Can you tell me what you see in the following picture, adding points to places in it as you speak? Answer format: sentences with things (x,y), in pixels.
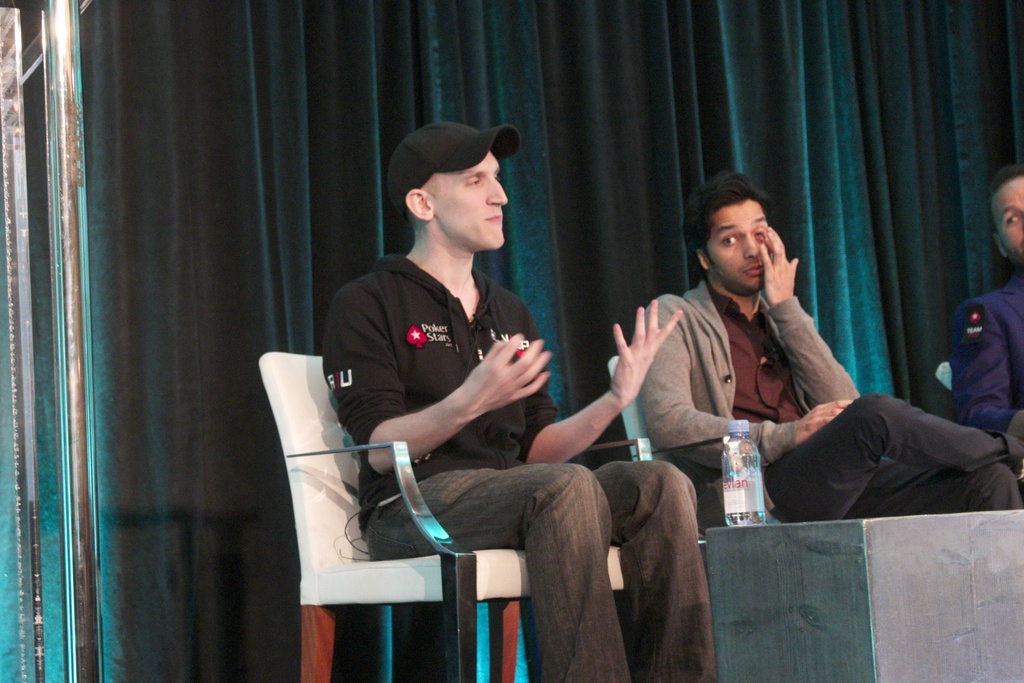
In the foreground of the picture (551,426) we can see people (664,400), chairs (393,466), table (822,568) and bottle (749,493). On the left (50,223) there are iron poles (58,165). In the background (446,59) we can see a green colored curtain (312,100).
